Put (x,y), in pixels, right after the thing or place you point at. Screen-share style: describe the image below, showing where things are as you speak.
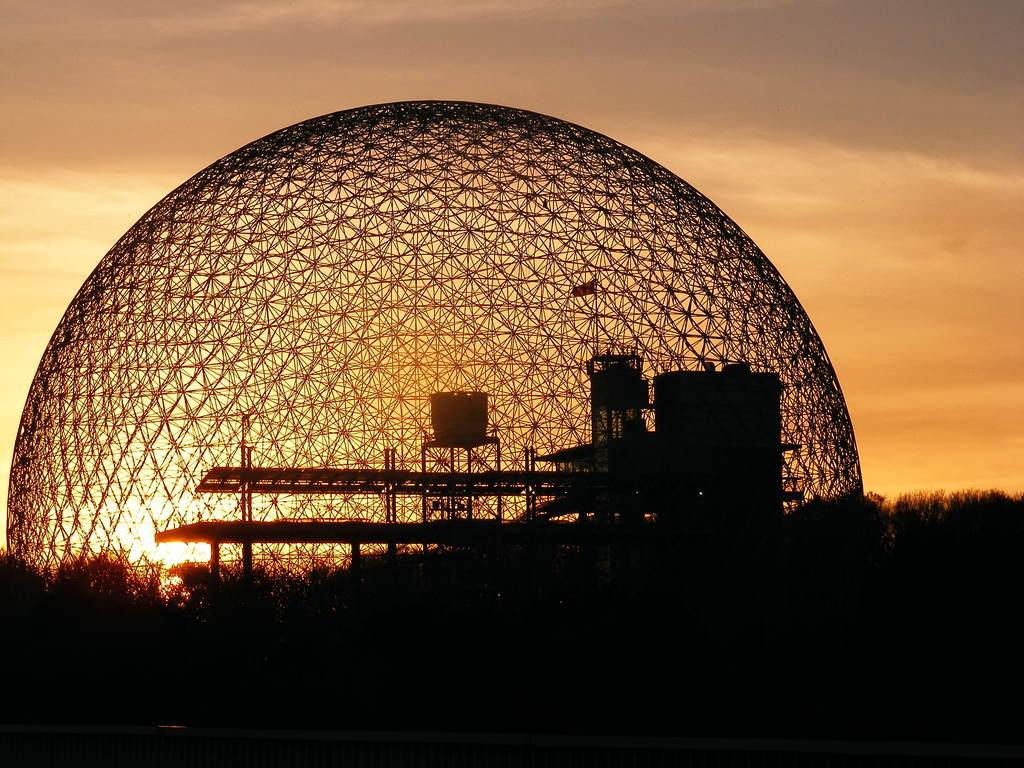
Here at the bottom (382,605) the image is not clear but in the background (398,533) we can see a building (711,470), poles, flag (588,286) and some other items (595,410) and there is a big object (256,286) in spherical shape and clouds (831,206) in the sky (882,193).
